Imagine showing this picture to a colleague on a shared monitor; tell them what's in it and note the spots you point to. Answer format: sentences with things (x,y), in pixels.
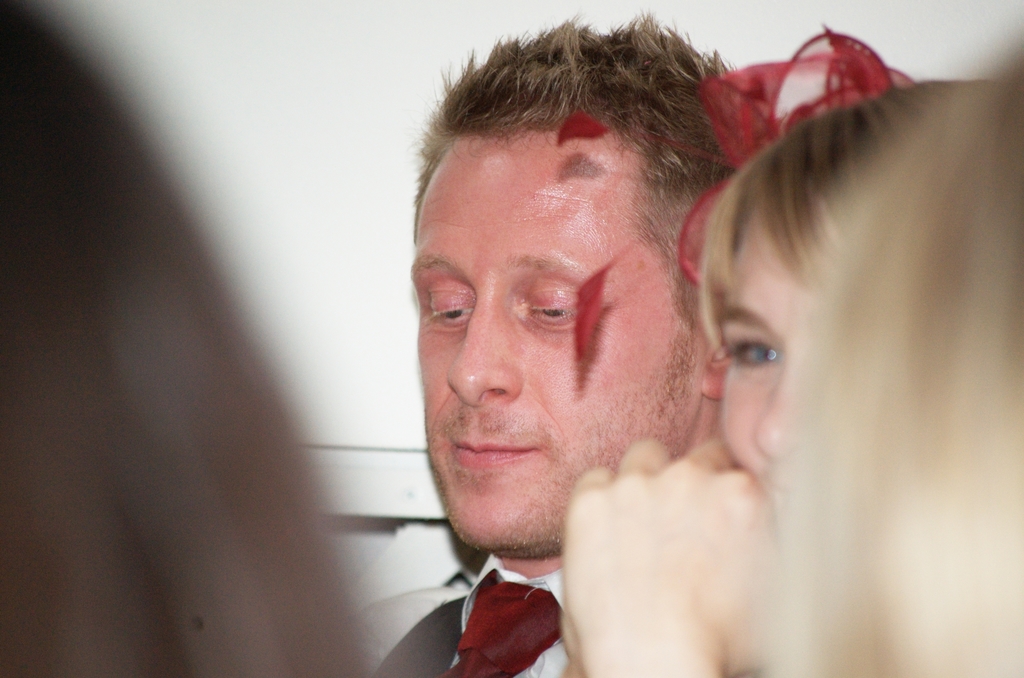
Here we can see a man (686,118) and a woman (776,322). There is a white background (245,66).
